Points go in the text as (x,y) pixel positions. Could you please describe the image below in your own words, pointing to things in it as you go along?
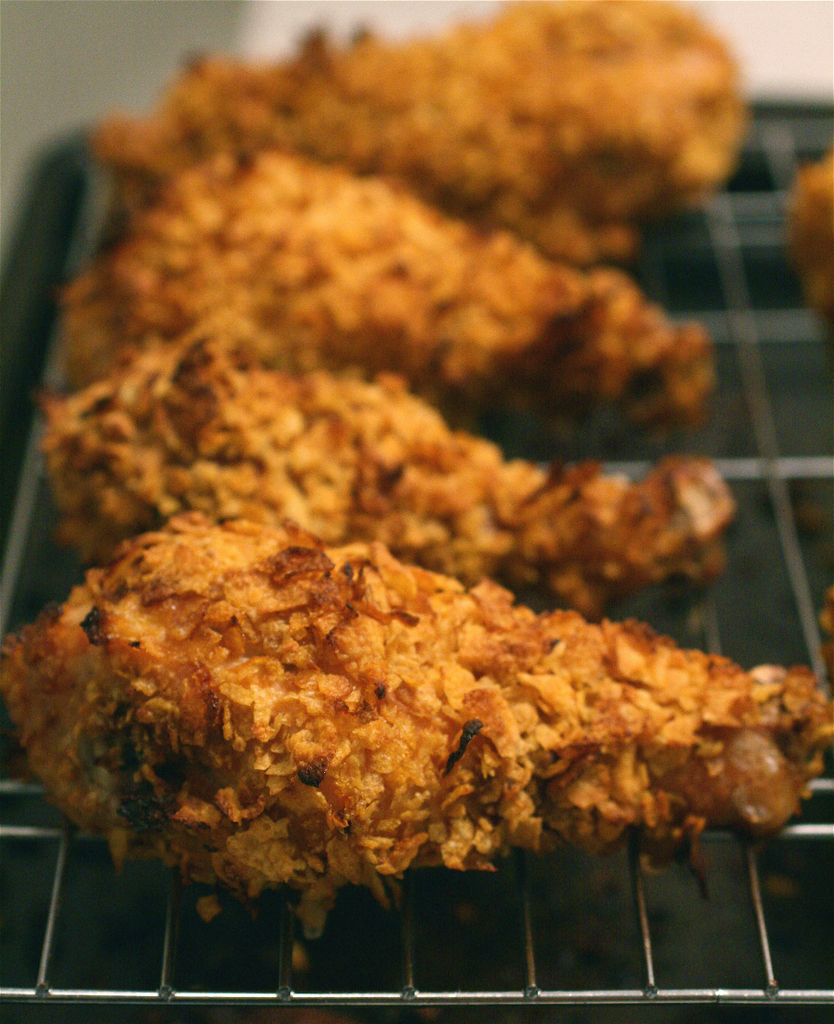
In this image we can see some food item (449,388) on the grille (762,405), and the background (476,153) is blurred.
